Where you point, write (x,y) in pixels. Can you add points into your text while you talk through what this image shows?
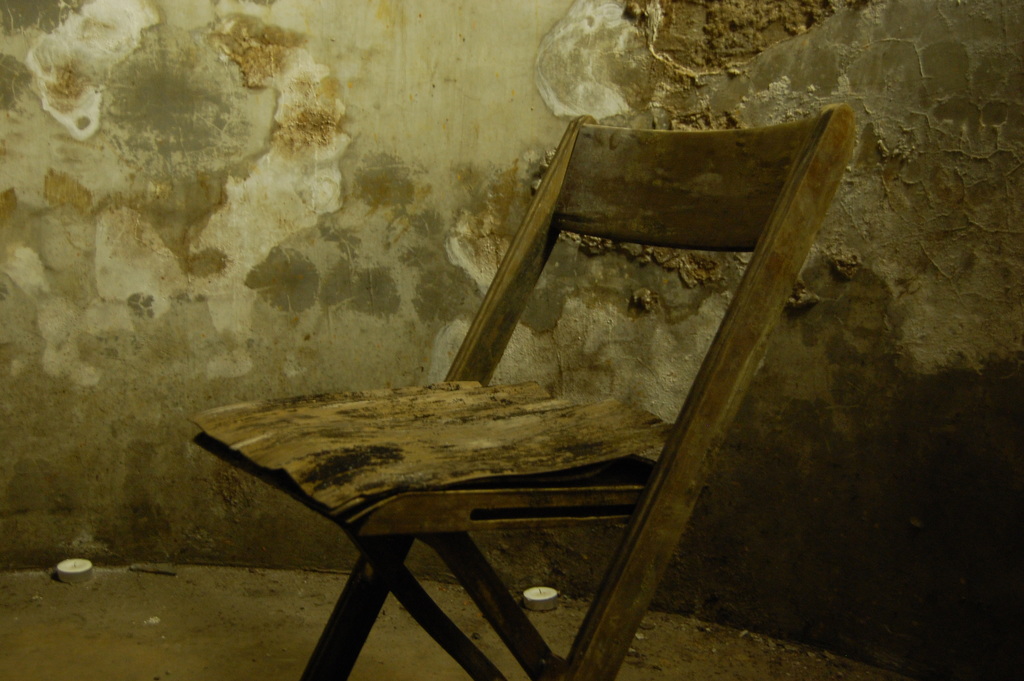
In this image I can see a chair (495,312) in the front (699,376) and in the background (409,154) I can see the wall (86,238). I can also see two white color thing (71,576) on the ground (228,607).
